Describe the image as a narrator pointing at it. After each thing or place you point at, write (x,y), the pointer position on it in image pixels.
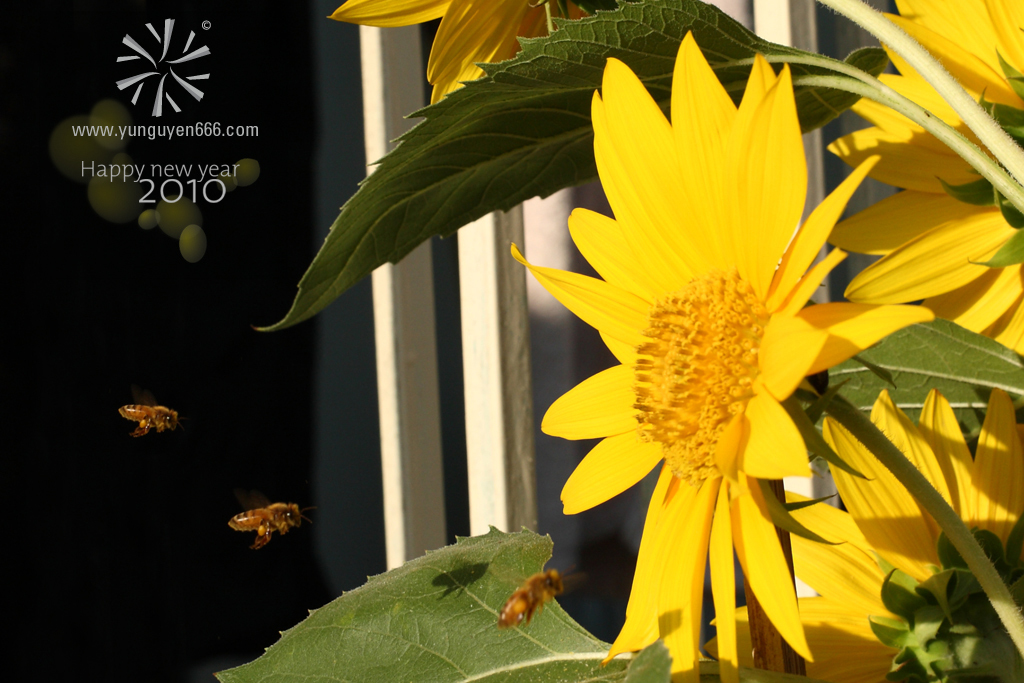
There are flowers (775,164) and bees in the foreground area of the image (586,487), it seems like bamboos (401,294) and the text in the background (409,353).
